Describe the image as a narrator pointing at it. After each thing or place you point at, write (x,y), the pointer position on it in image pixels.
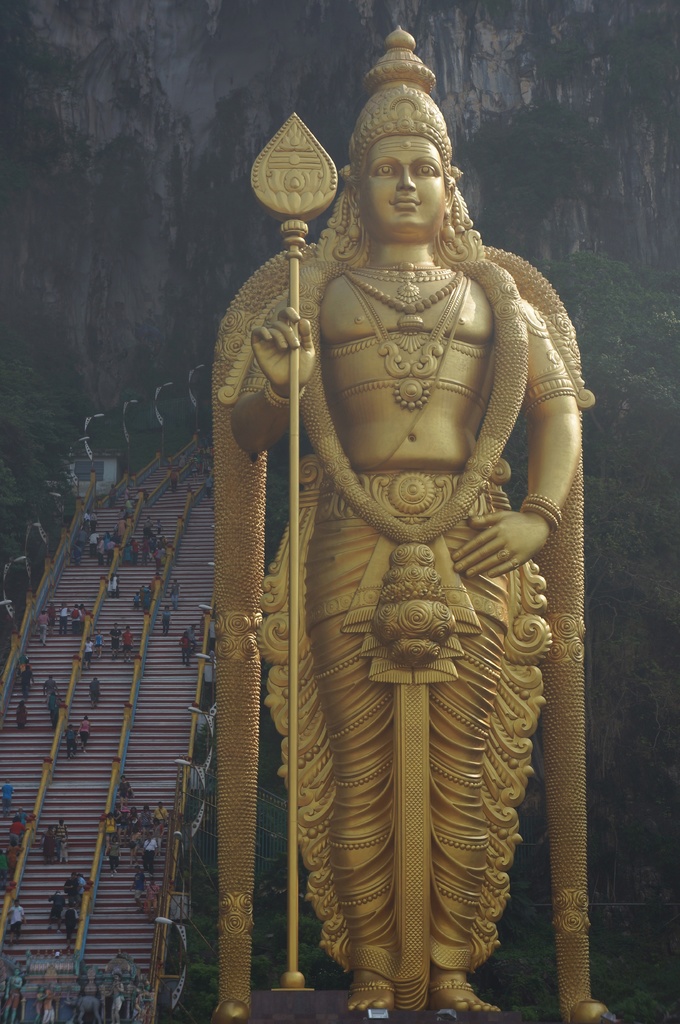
In this image we can see a statue (438,619), in the background (149,860) there are few people (111,832) on the stairs (128,619), there is a rock (177,317) and trees (655,517).
